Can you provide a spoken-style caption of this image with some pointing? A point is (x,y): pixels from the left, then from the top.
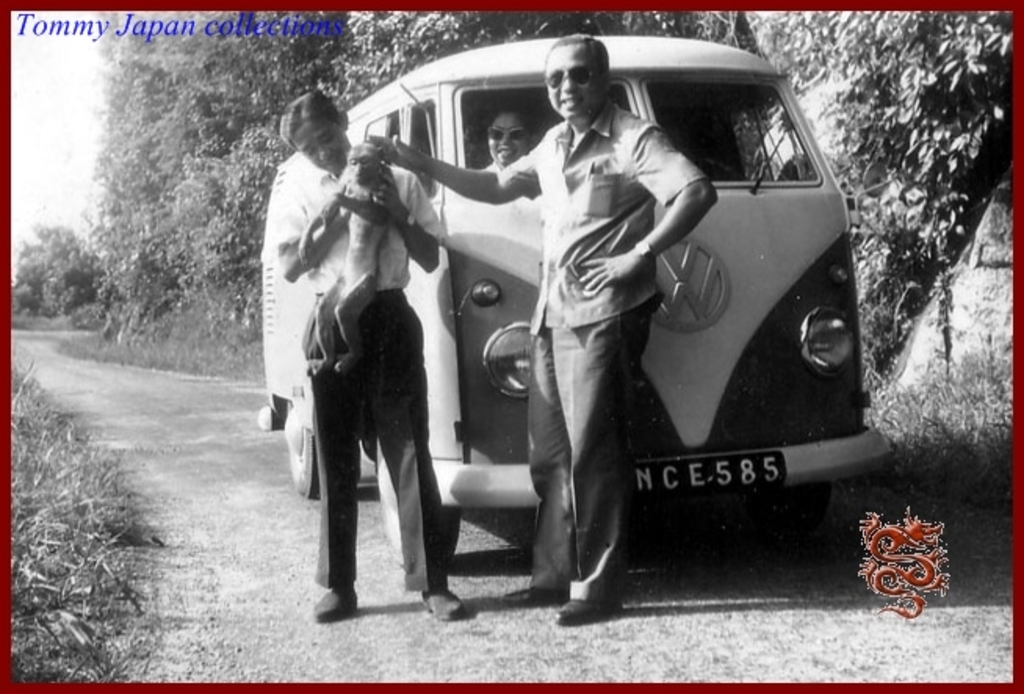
In the image two persons (353,560) are standing and he is holding a monkey (357,155). Behind them there is a vehicle (784,103), in the vehicle (514,257) a person (518,139) is sitting and they are smiling. Behind the vehicle (295,295) there are some trees (54,227). At the bottom of the image (134,505) there is grass (82,459) and road (223,547).
